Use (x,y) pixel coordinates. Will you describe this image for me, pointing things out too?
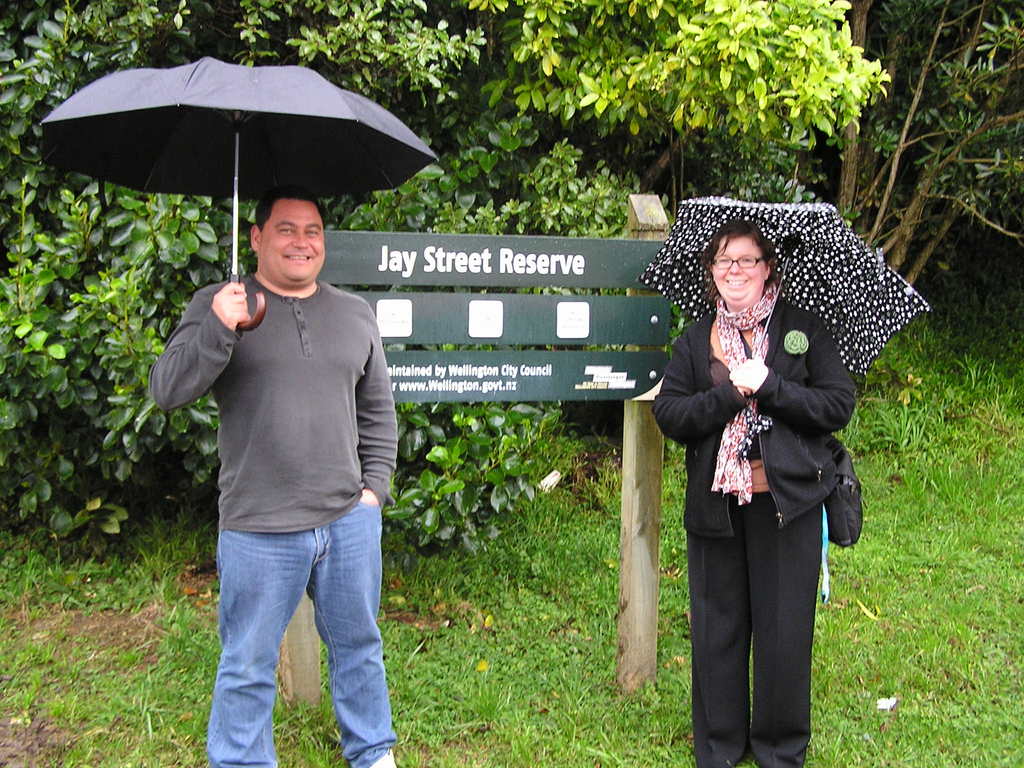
As we can see in the image there are two persons (310,449) holding umbrellas (226,128) and there are trees (874,7). The man (378,743) standing on the left side (289,449) is wearing grey color t shirt (289,373) and the woman (746,249) on the right side (802,473) is wearing black color dress (761,653). There is grass (523,659) and sign board (562,249).
